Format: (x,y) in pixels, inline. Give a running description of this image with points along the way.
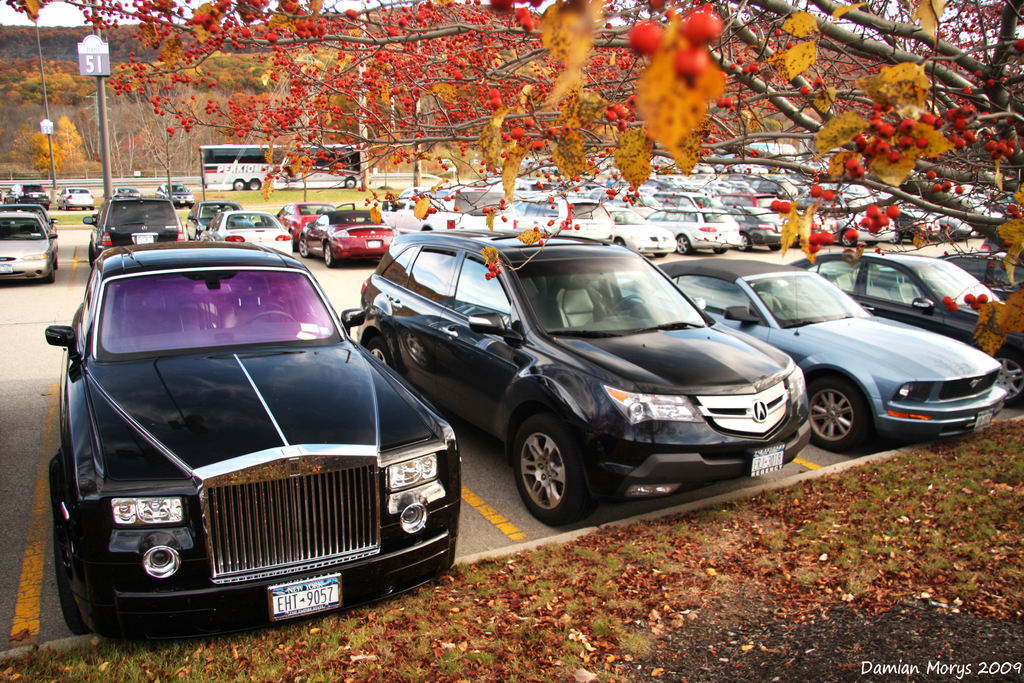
In this image in the front (576,577) there are dry leaves (668,600) on the ground (719,596). In the center (529,230) there are vehicles (459,264) and on the top (516,63) there are trees (700,78). In the background (45,166) there are poles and there are trees (212,117) and there's grass (273,196) on the ground (231,192).
